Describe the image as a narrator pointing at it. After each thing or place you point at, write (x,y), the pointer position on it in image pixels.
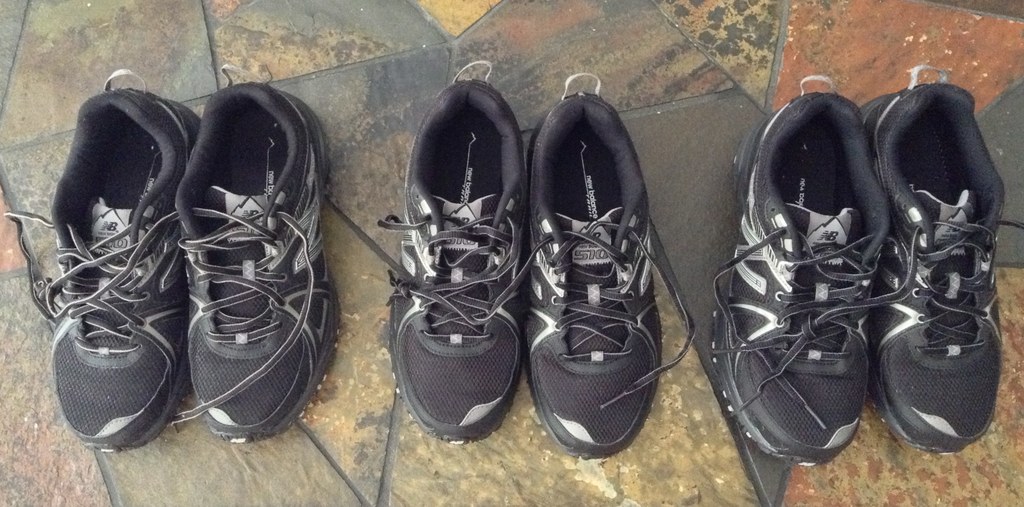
In this image we can see three pairs of shoes (428,250) on the floor (537,439).
